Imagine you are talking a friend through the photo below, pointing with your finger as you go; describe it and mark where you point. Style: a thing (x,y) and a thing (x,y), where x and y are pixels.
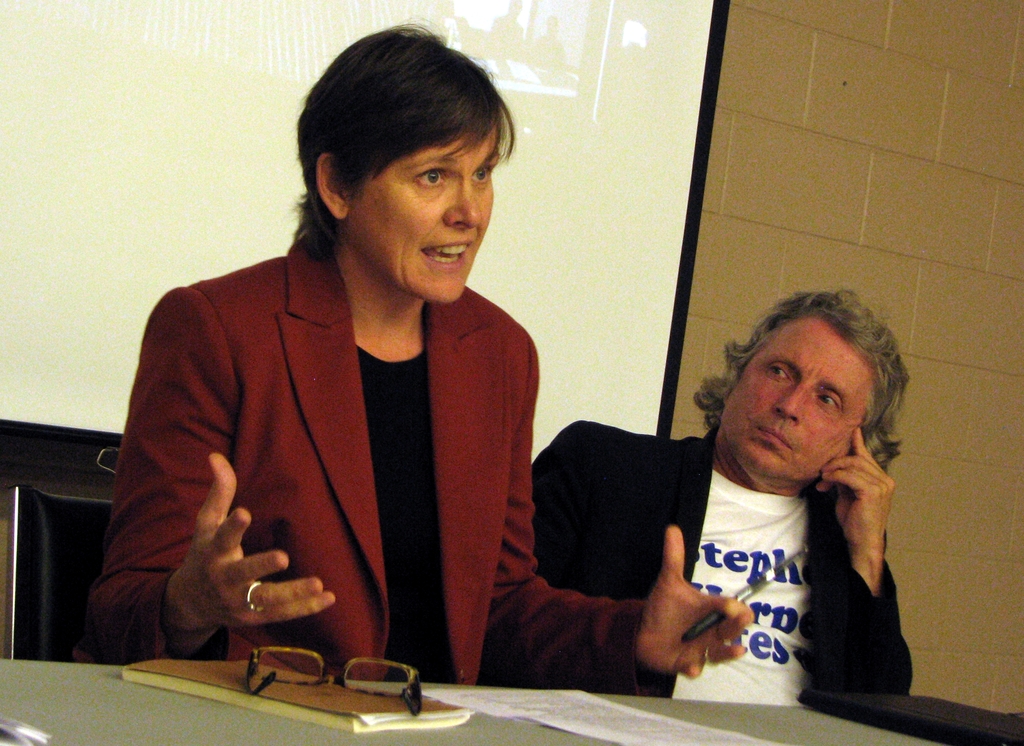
This is an inside view. Here I can see a woman (311,342) wearing suit (319,485), sitting on a chair (50,626) and speaking. Beside her I can see a man (772,500) wearing black color suit (618,503), white color t-shirt (737,683), sitting and looking at this woman (444,320). In front of these people (530,634) I can see a table (423,734) on which a book (320,697), paper (502,694), file (928,716) and spectacles (314,674) are placed. In the background (605,149), I can see a screen (607,157) which is attached to the wall (836,174).
